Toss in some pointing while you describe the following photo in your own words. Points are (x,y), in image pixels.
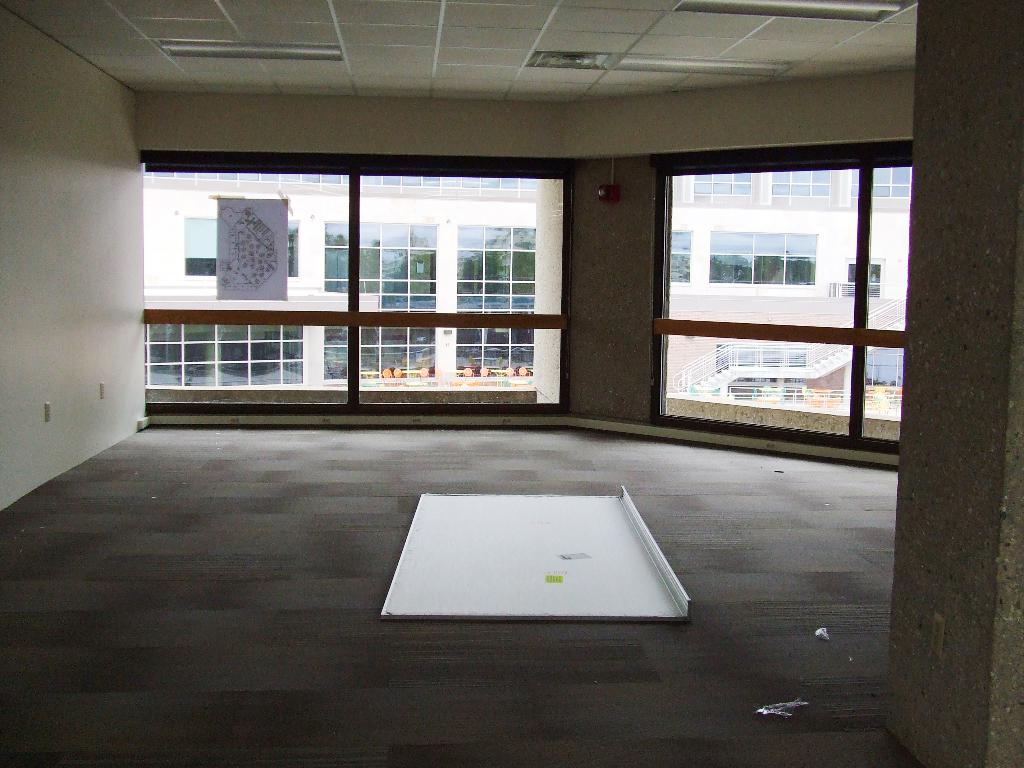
In the image there is a spacious area (183,427), in the background (280,265) there are windows (731,255) and behind the windows (460,232) there is a huge building (451,307).
